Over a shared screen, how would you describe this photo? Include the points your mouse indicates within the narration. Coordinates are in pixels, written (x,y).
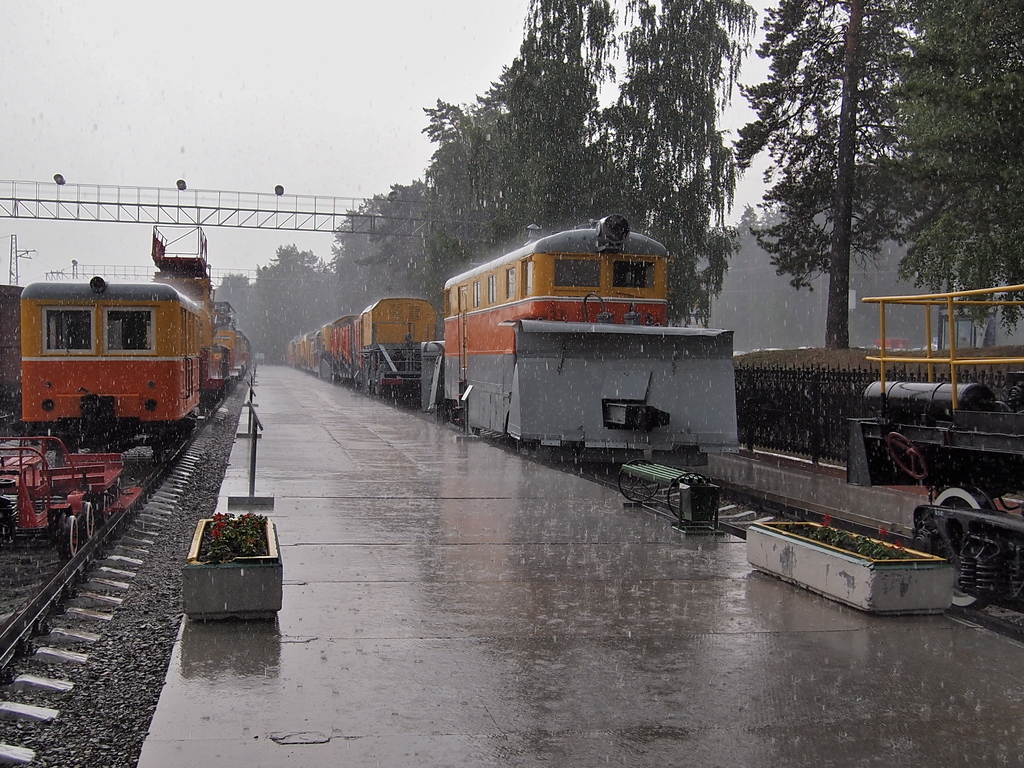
In this picture we can see trains (422,398) on railway tracks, beside the tracks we can see a platform (452,514) and some objects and in the background (998,213) we can see trees (940,256), sky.
